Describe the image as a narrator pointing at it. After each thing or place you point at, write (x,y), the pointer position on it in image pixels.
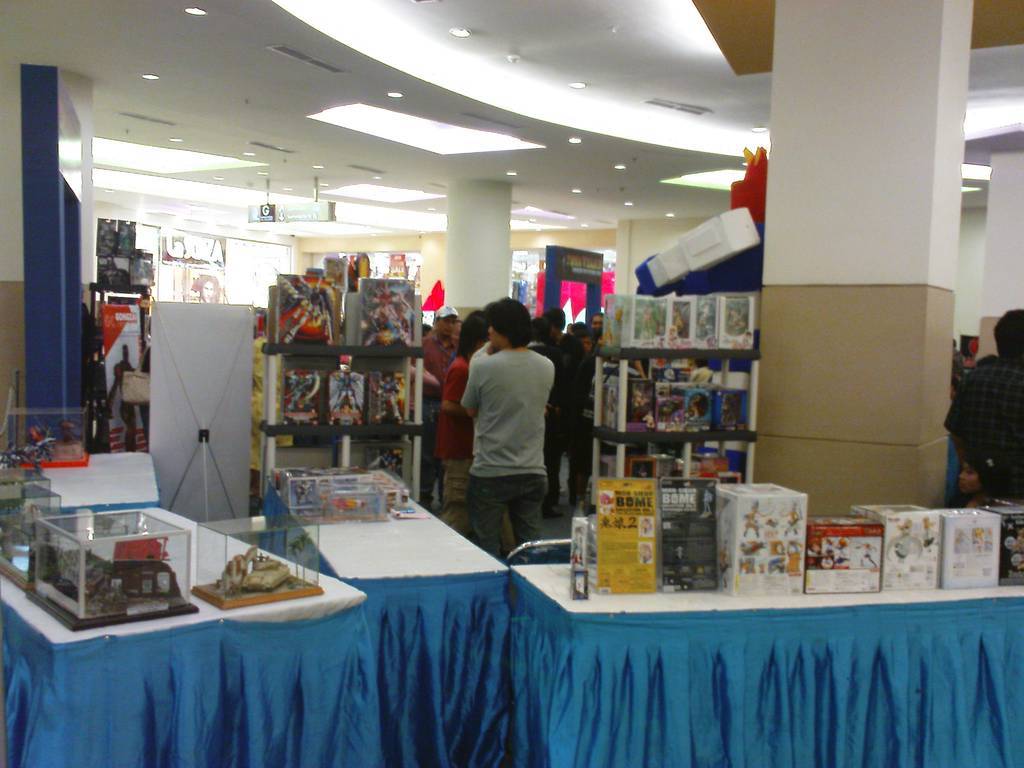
In this image in the center (530,360) there are a group of people (524,388) standing, and at the bottom (420,615) there are some tables (594,595). On the tables (344,529) there are some boxes (959,523) and glass boxes (331,518) and some objects (668,570), in the background (662,337) there are some racks (662,337). In the racks (662,337) there are some boxes (631,417) and also we could see some pillars (458,252), lights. At the top (481,137) there is ceiling (453,137) and some lights (988,127).
